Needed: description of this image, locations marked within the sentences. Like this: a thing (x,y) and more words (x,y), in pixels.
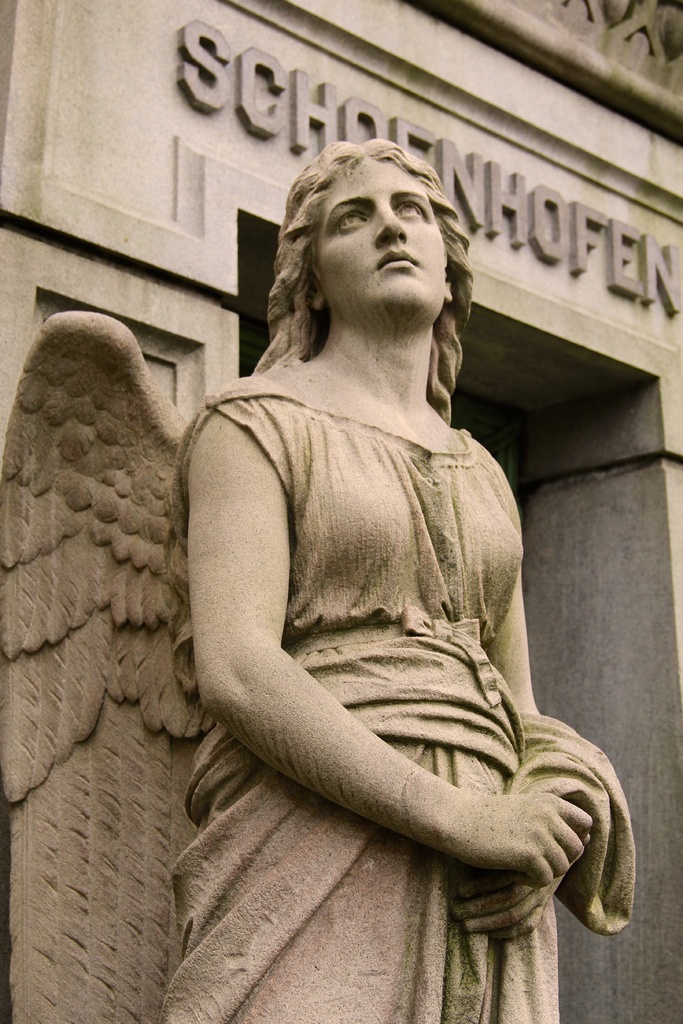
Here I can see a statue (318,607) of a woman (344,679). In the background (405,114) there is a building (284,105) and there is some text (200,79) on the wall (576,141).
